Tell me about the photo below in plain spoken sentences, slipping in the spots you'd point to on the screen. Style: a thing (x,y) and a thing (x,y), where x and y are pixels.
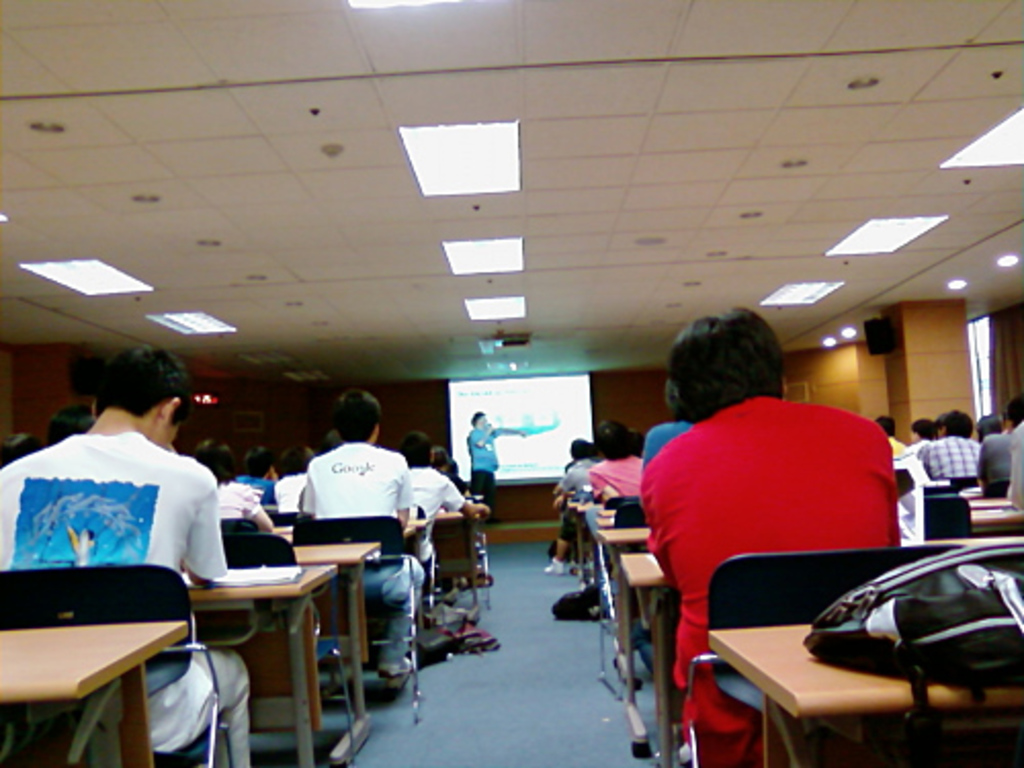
In this picture there is a inside view of the class room (541,531). In the front (636,585) there are some boys (685,518) sitting on the bench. Behind there is a man (493,450) standing and explaining something on the projector screen (535,403). On the top (399,100) there is a ceiling (411,251) and lights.
